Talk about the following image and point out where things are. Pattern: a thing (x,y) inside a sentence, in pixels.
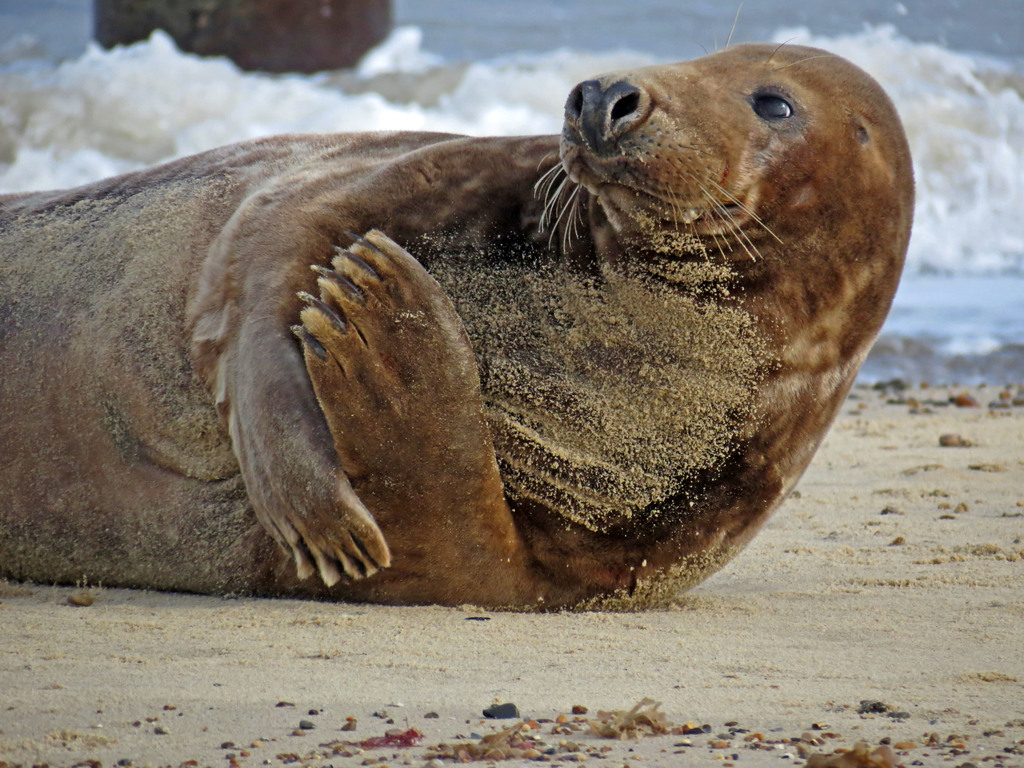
In the picture we can see the seal (402,547) on the sand surface (855,441) and behind it we can see the water (954,58).
